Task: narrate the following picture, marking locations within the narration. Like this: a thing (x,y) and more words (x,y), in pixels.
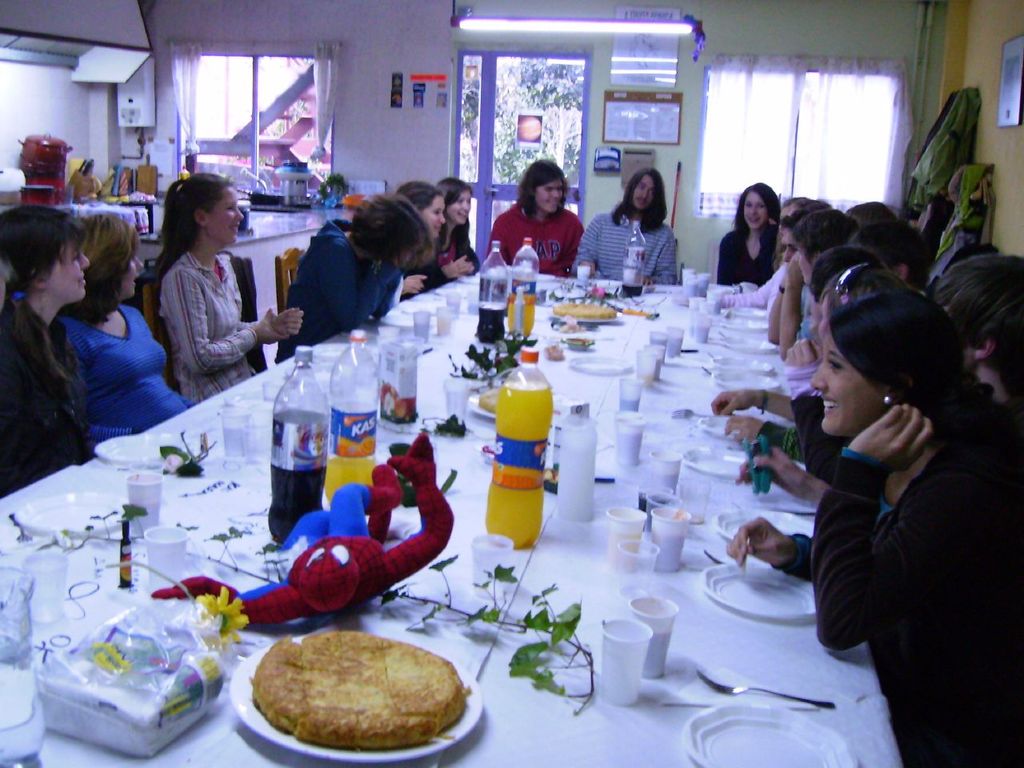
In the background (842,78) we can see windows (290,69), curtains (315,78), light (672,25), posters (628,40) on a wall (608,39) and a door (527,73). Here we can see people (849,261) sitting on the chairs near to a table (757,410) and on the table (582,723) we can see plates (737,720), spoons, plants (593,682), toy (441,549), food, bottles (533,312) and tissue paper packet (164,670).
